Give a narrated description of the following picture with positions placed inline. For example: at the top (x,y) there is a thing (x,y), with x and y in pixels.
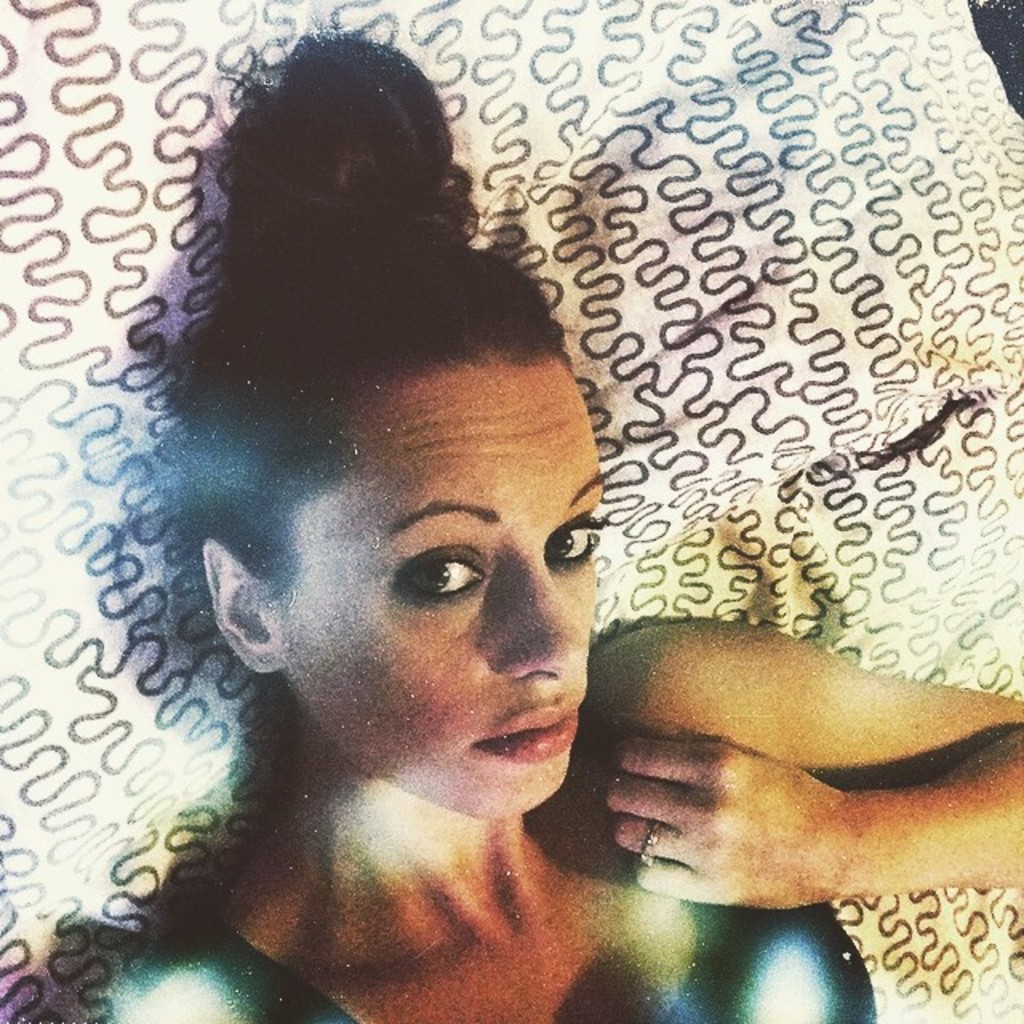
In this image there is a woman (365,630) who is lying on the bed (68,491). On the bed (815,398) there is a blanket (801,287) on which there is some design (871,295).
